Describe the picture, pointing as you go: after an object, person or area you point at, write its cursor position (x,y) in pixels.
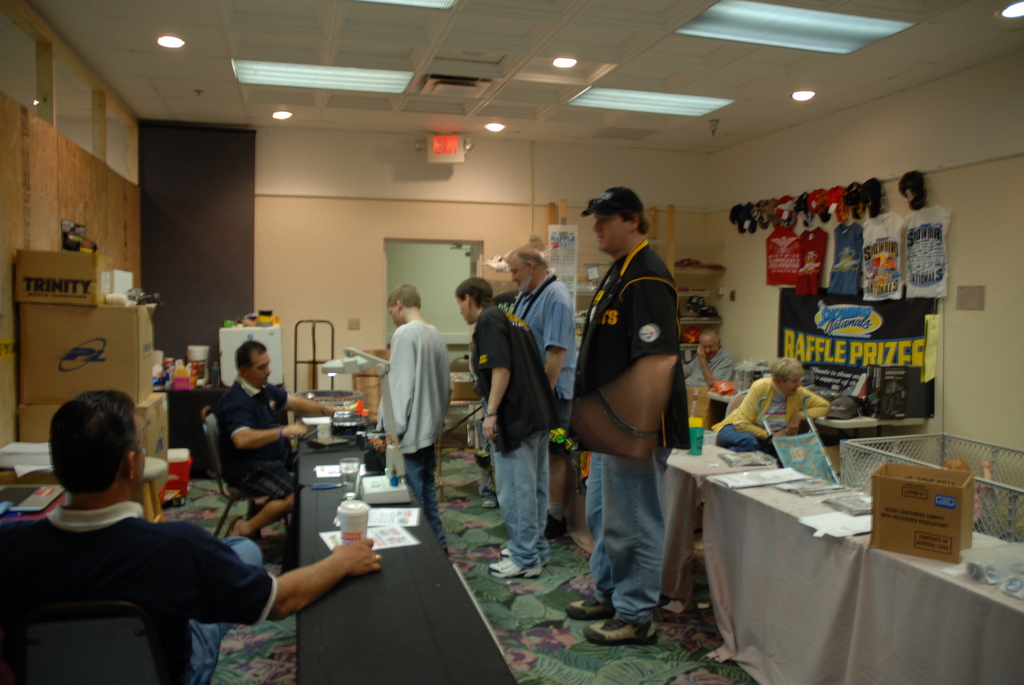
On the left side (232,496) 2 men (226,541) are sitting on the chairs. In the middle (408,343) few persons (574,361) are standing, at the top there are ceiling lights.
